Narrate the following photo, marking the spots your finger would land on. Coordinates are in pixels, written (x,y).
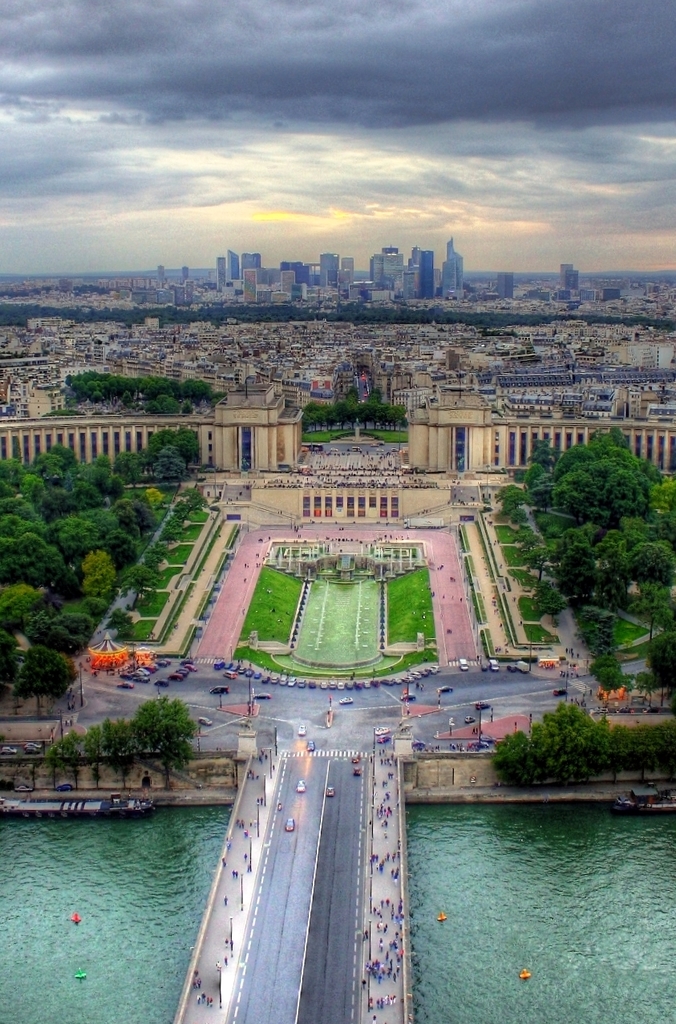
In the picture we can see an Aerial view of the city (388,508) with many buildings (218,461), trees (167,442), roads (399,446), historical buildings (269,432) and near to it, we can see a garden (294,629) with fountains (353,645) and near to it, we can see many cars (187,664) are parked and near it, we can see a bridge (371,841) with a road (287,873) on it and besides the bridge (301,870) we can see water (104,946) on both the sides, in the water (99,955) we can see some boats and in the background (401,289) we can see some tower buildings (382,284) and sky (333,188) with clouds (629,215).
